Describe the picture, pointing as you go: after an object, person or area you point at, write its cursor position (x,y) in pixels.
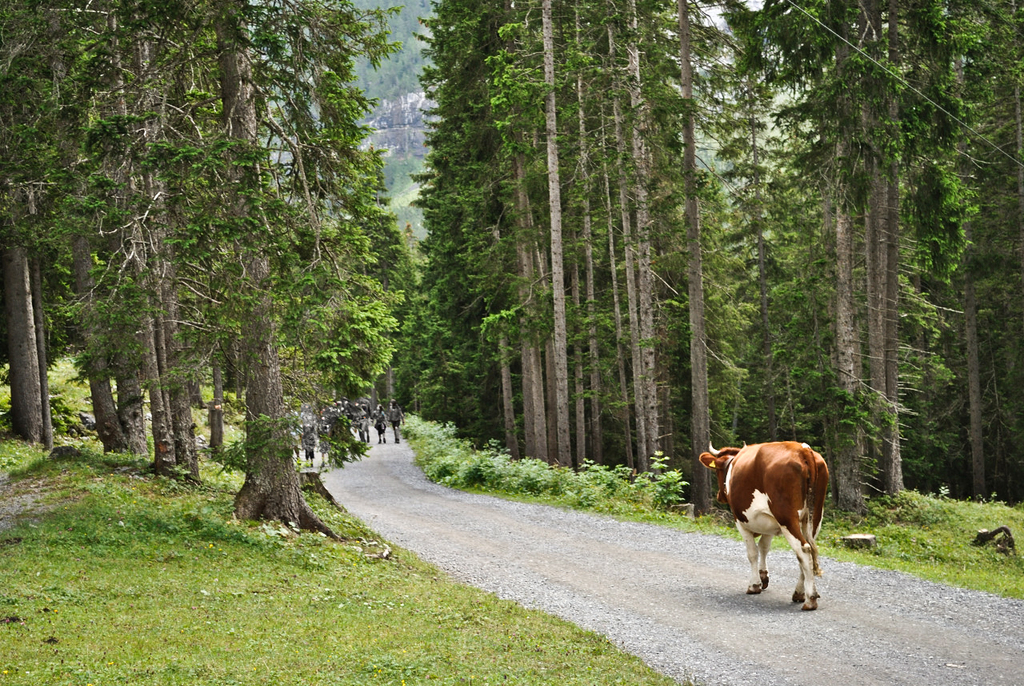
In this picture we can see a cow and some people (396,401) walking on the road (485,543) surrounded with trees (585,238) and grass (94,529) on either side.
